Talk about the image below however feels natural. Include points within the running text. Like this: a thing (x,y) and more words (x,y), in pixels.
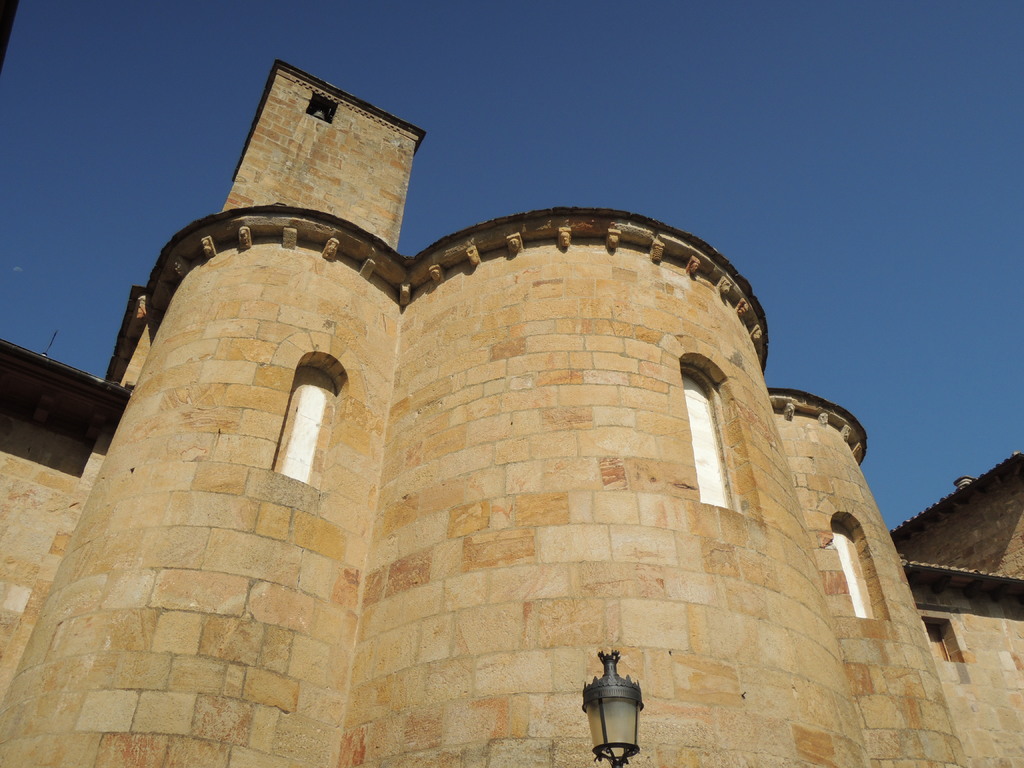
In the center of the image (571,461) there is a castle (629,527). At the bottom (602,727) there is a light (600,714). In the background (757,169) there is sky (801,90).
